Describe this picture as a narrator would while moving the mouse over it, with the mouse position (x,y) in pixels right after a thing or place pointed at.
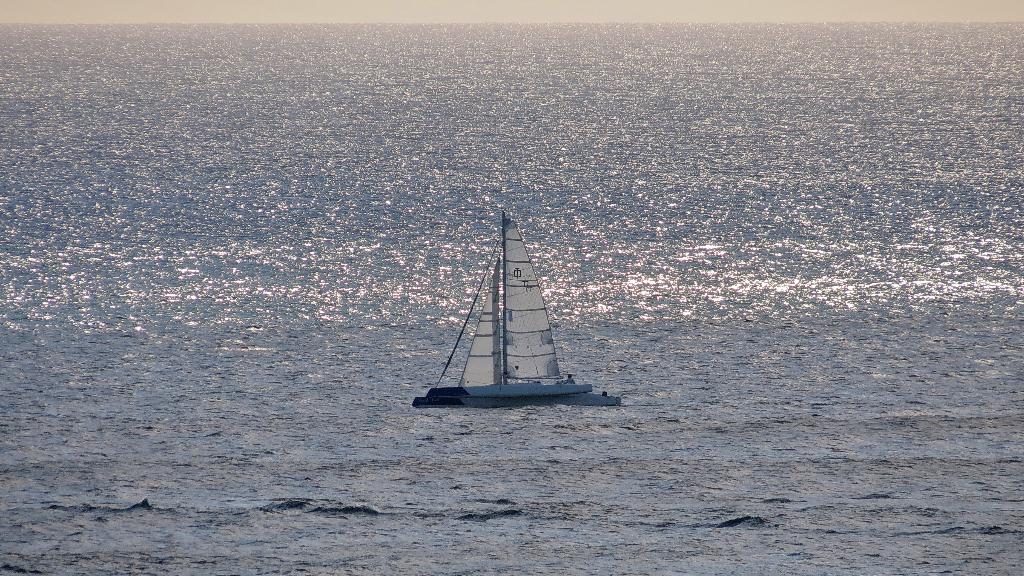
In this image there is water (452,467) and we can see a boat (545,382) on the water (565,486).
